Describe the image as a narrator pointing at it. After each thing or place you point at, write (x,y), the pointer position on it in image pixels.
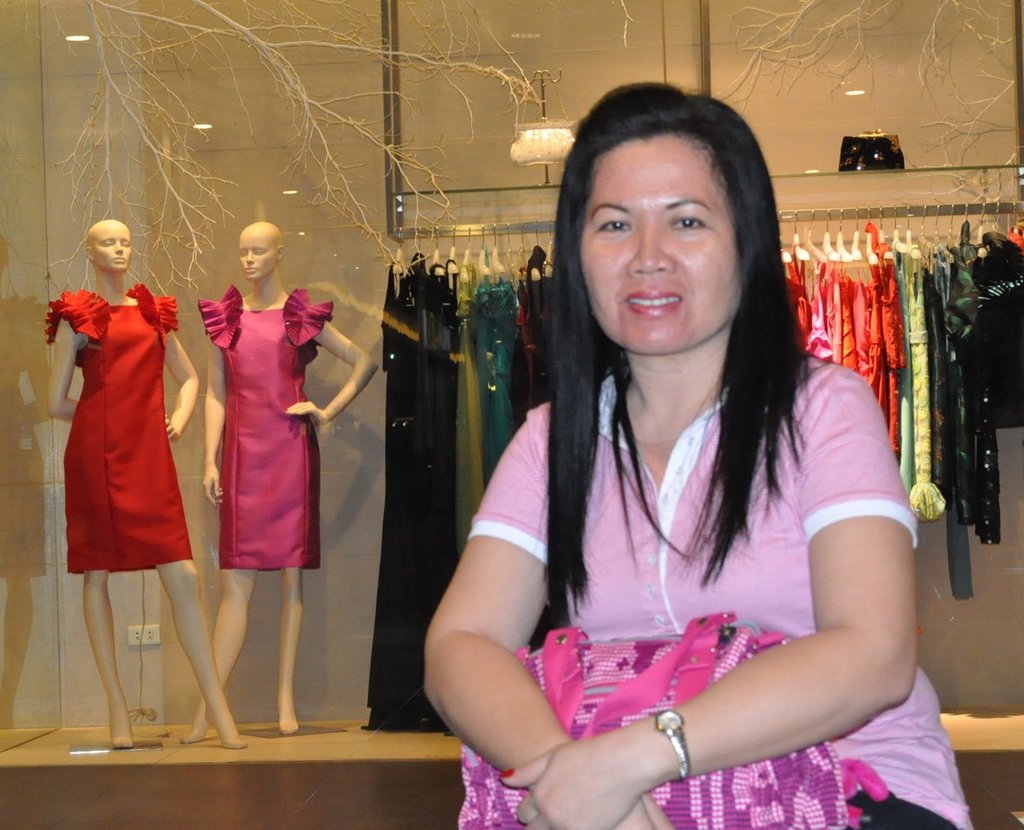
In this picture we can see a woman (747,697) sitting and holding a bag (624,714), behind we can see some clothes (871,337) are hanged, we can see two mannequins (121,358).
